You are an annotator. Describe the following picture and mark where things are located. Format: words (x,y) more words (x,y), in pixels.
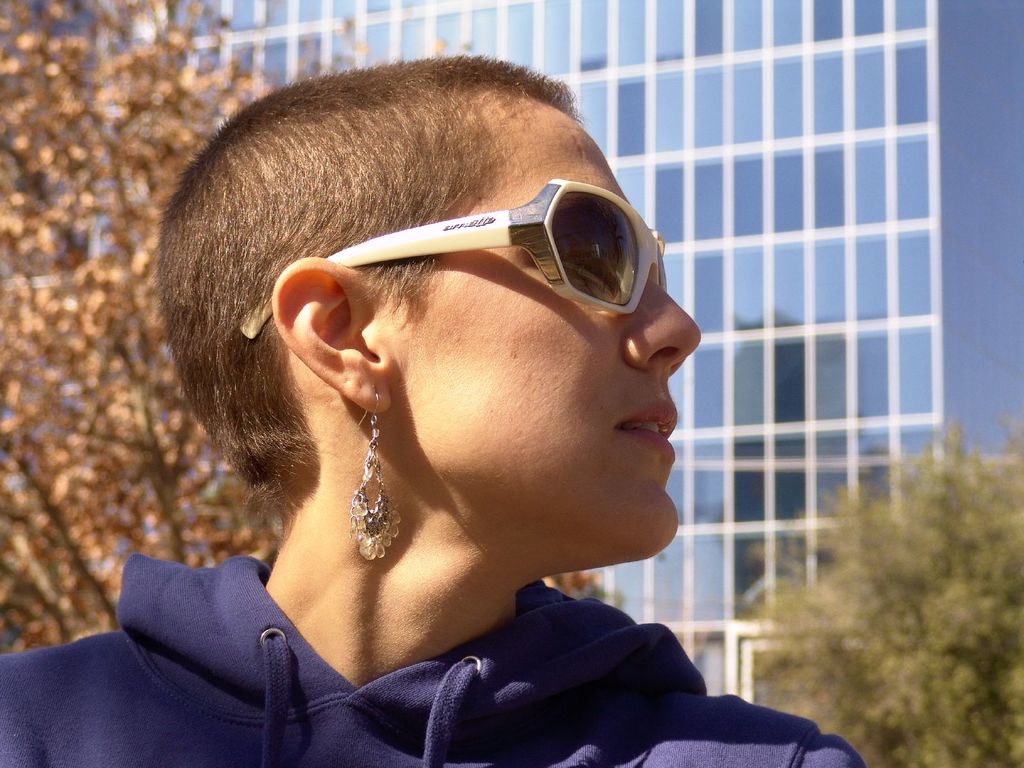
In this picture I can see a woman (444,487), she is wearing sunglasses (538,249) and I can see a building (676,143) and couple of trees (958,689) in the back (823,659).
